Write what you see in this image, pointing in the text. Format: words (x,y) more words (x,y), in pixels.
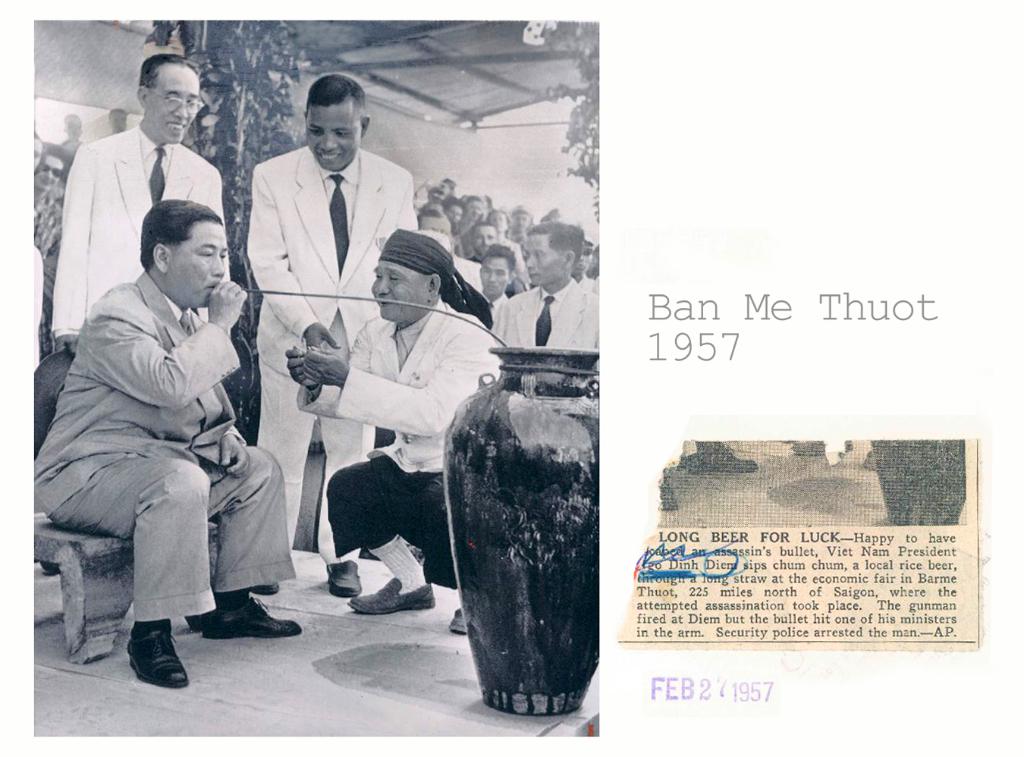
This is a black and white image. There are a few people (260,359). Among them, we can see a person (148,534) sitting is holding an object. We can see the ground (306,713) and a pot (484,554) on the right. We can also see some plants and the roof (449,60). We can also see a poster (723,441) and some text (784,570) on the right (773,547).
